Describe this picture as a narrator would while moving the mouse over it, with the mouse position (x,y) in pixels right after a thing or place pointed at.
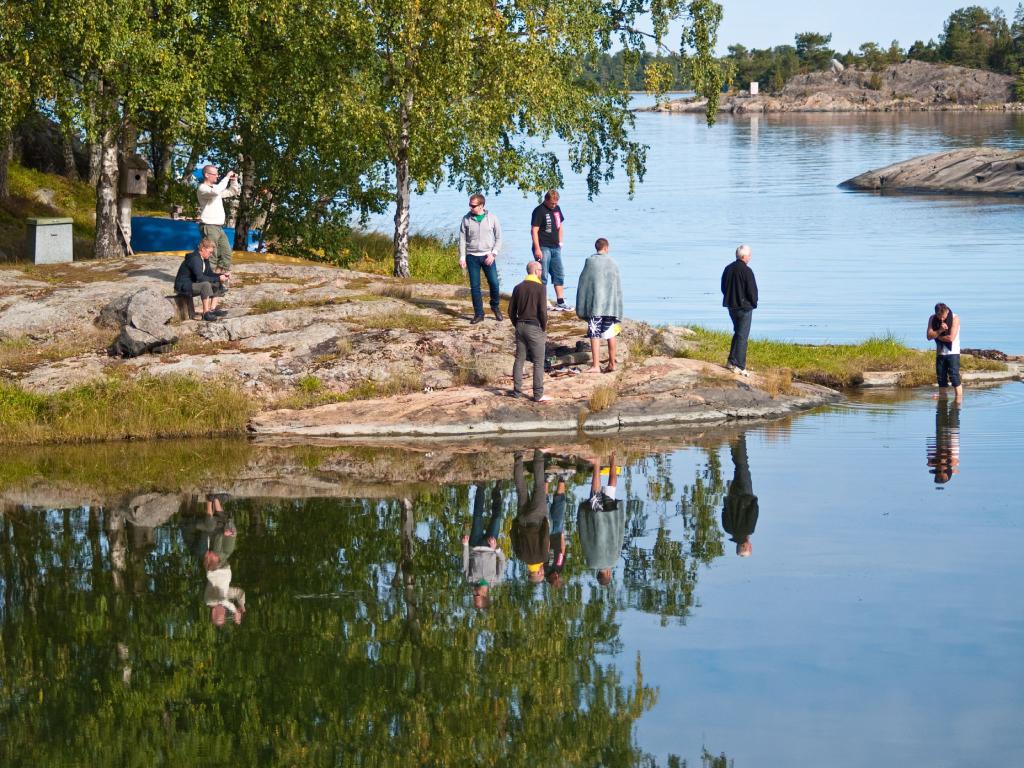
In this picture we can see water (473,465), grass (100,403), rocks (424,344) and group of people (469,242), in the background (39,255) we can see boxes (57,220), inflatable boat (185,250) and trees (346,166).
